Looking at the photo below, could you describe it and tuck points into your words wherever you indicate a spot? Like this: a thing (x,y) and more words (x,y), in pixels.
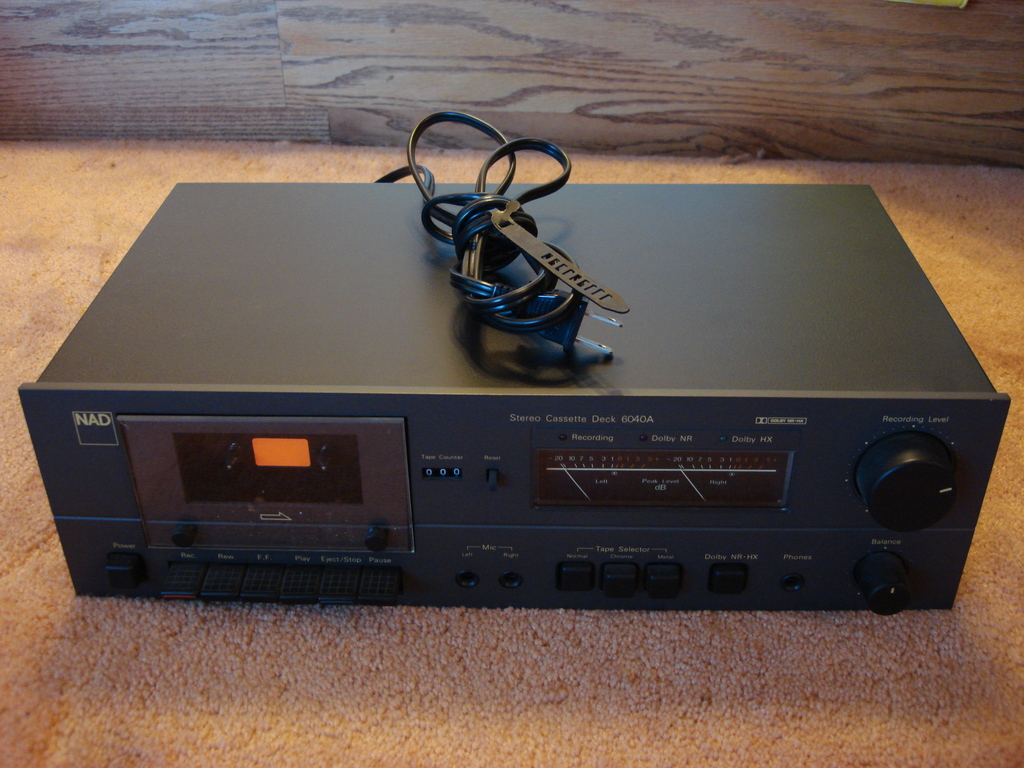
In this image there is some object (779,556) on the mat (620,703). In the background of the image (580,125) there is a wall (606,65).
